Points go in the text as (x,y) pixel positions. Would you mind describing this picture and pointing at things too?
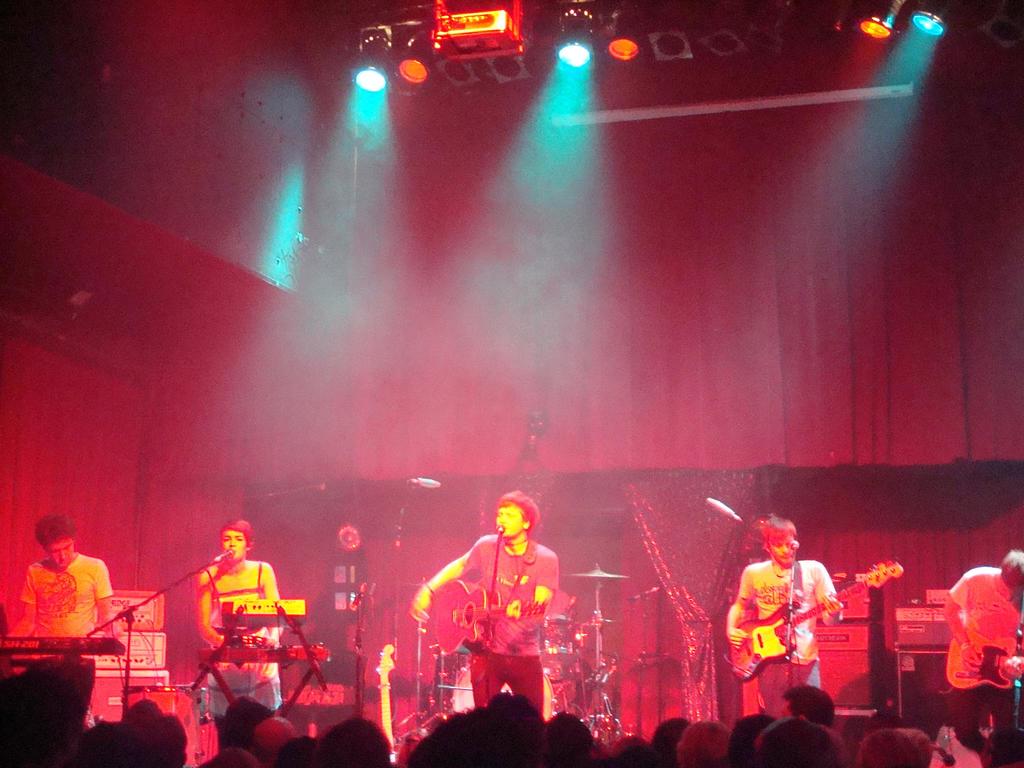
There are five persons (224,596) standing on the stage (450,581). Three of them are holding and playing guitars (435,605), two of them are singing and one of them is playing a keyboard (94,644). In the background (367,359), there are lights (573,66), curtain (714,496) and some other materials (335,699).
